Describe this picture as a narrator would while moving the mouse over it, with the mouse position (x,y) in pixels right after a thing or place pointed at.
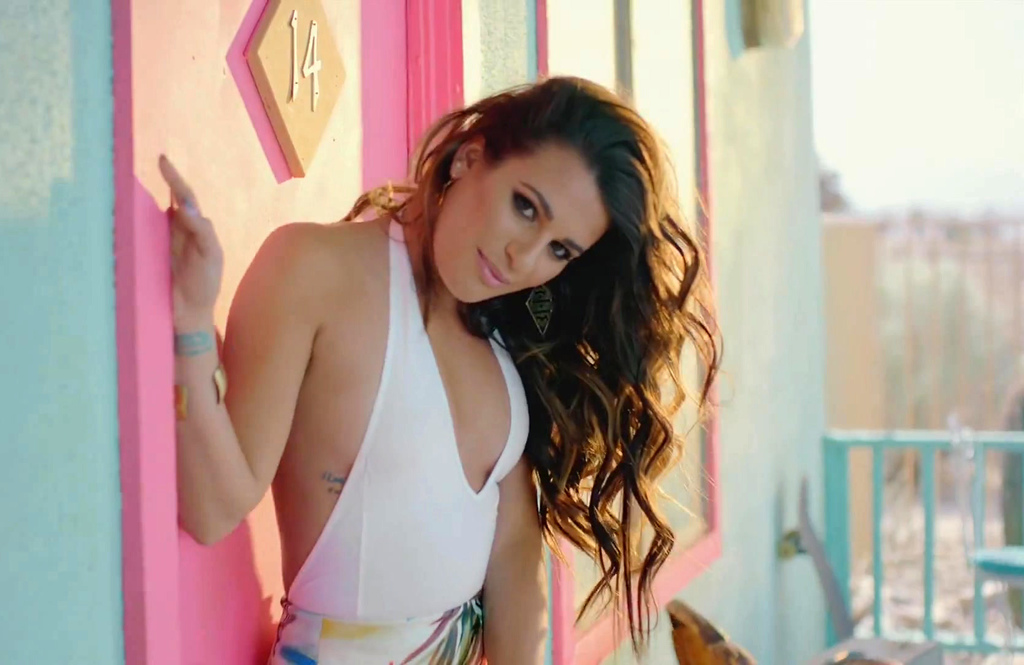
In this image I can see a woman (414,465) wearing white colored dress (409,485) is standing and in the background (758,221) I can see the wall (775,212) which is blue in color, the railing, few trees (938,325) and the sky (937,106).
